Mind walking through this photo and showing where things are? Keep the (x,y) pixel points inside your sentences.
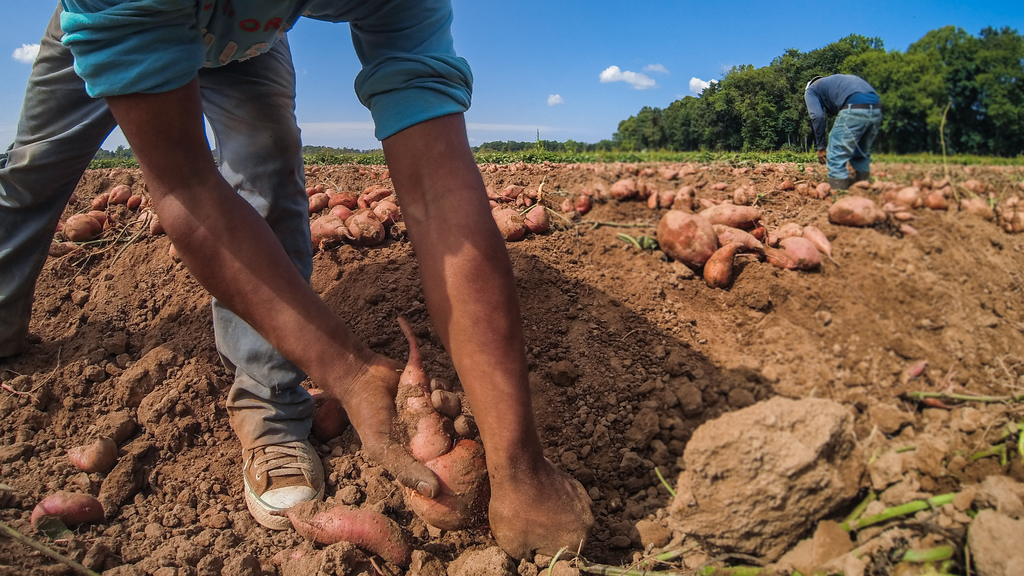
In this image we can see two persons (854,162) standing on the ground (162,398). One person (313,370) is holding a vegetable (452,490) in his hand (494,498). In the background (817,236), we can see group of vegetables (703,242) placed on the ground (977,235), a group of trees (714,112) and the cloudy sky (610,51).
